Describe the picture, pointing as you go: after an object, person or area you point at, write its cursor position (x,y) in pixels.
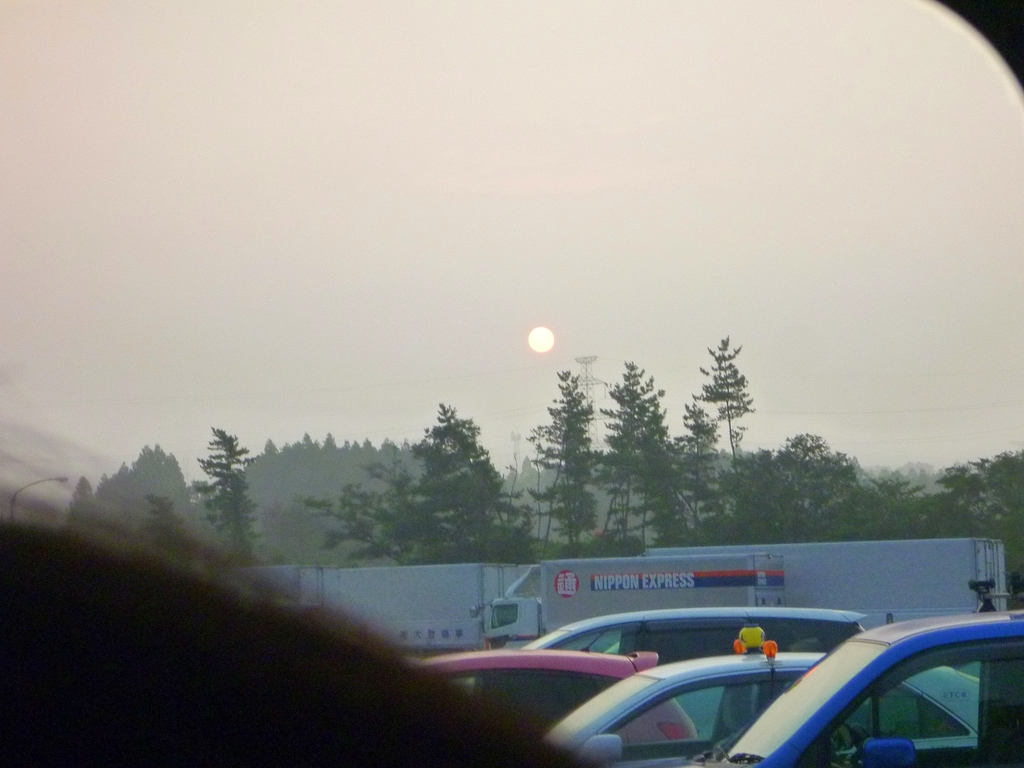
In this picture we can see vehicles (792,682) and trees (417,490). In the background (193,278) we can see a tower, sun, and sky (528,293).
